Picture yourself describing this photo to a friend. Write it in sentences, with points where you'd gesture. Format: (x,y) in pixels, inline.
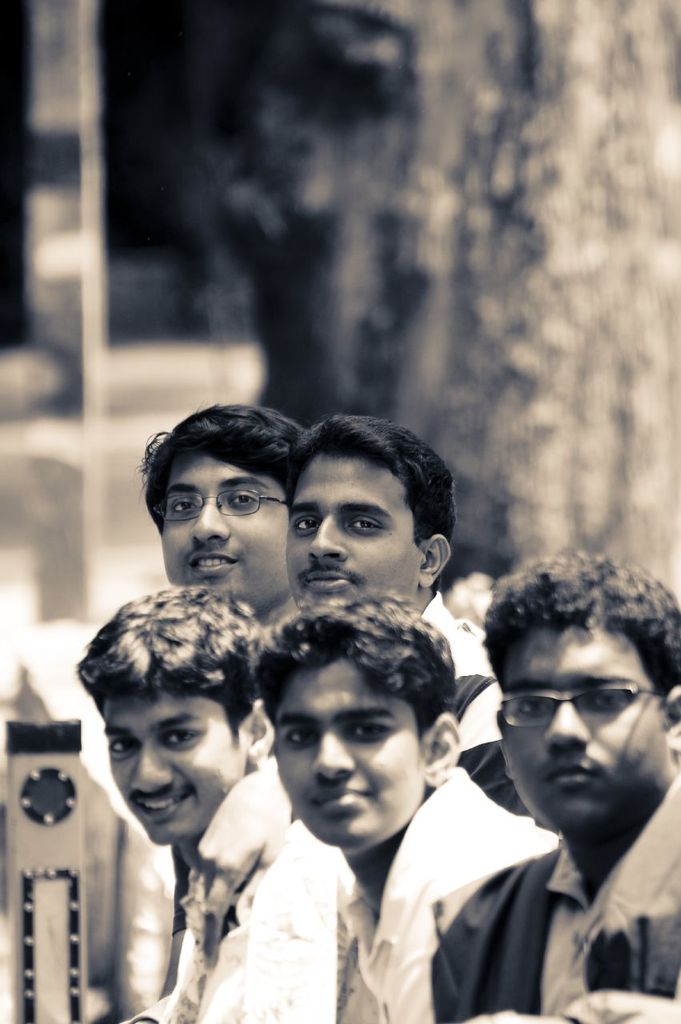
This is a black and white image. In the image there are five men (391,648) standing. In that five men (370,603), there are two men (531,617) with spectacles (625,693). Behind them there is a blur background (612,484).
